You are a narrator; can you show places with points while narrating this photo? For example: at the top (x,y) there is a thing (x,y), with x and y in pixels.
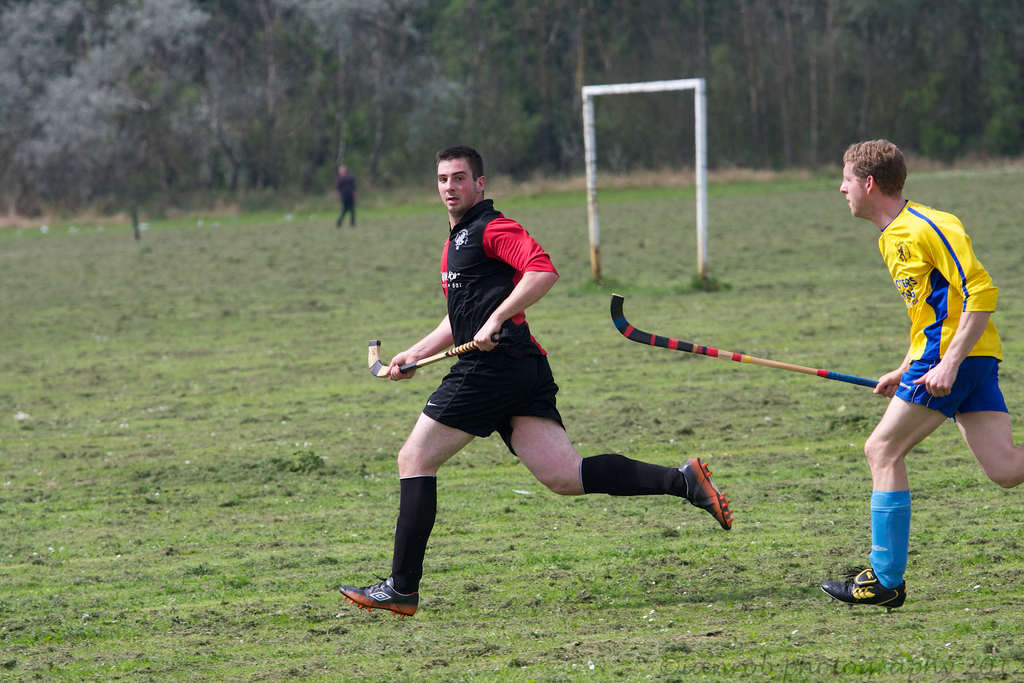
In this image there are two men (451,387) running, they are holding an object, there is a man (346,168) standing, there is grass (247,451) towards the bottom of the image (473,552), there is text (795,661) towards the bottom of the image (808,663), there are poles (625,85), there are trees (928,105) towards the top of the image (568,72).
